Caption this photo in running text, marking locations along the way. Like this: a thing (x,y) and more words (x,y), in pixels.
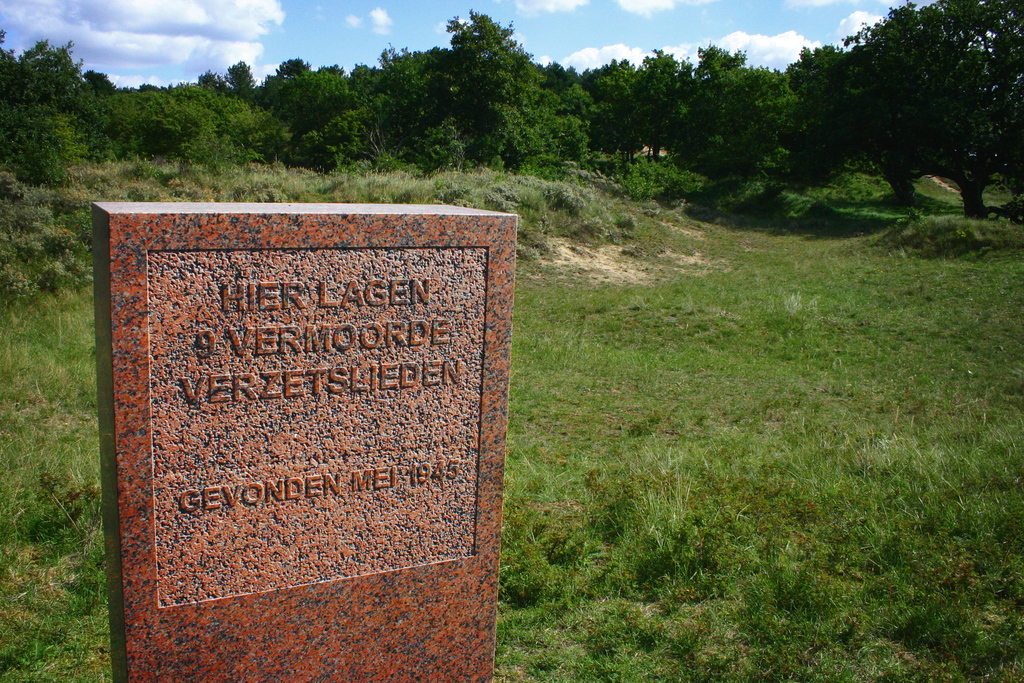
There is a memorial stone (280,408) on the left side of this image (326,463), and there is a grassy land (747,349) in the background (760,422). There are some trees (180,130) in the middle of this image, and there is a sky (451,19) at the top of this image (686,31).
